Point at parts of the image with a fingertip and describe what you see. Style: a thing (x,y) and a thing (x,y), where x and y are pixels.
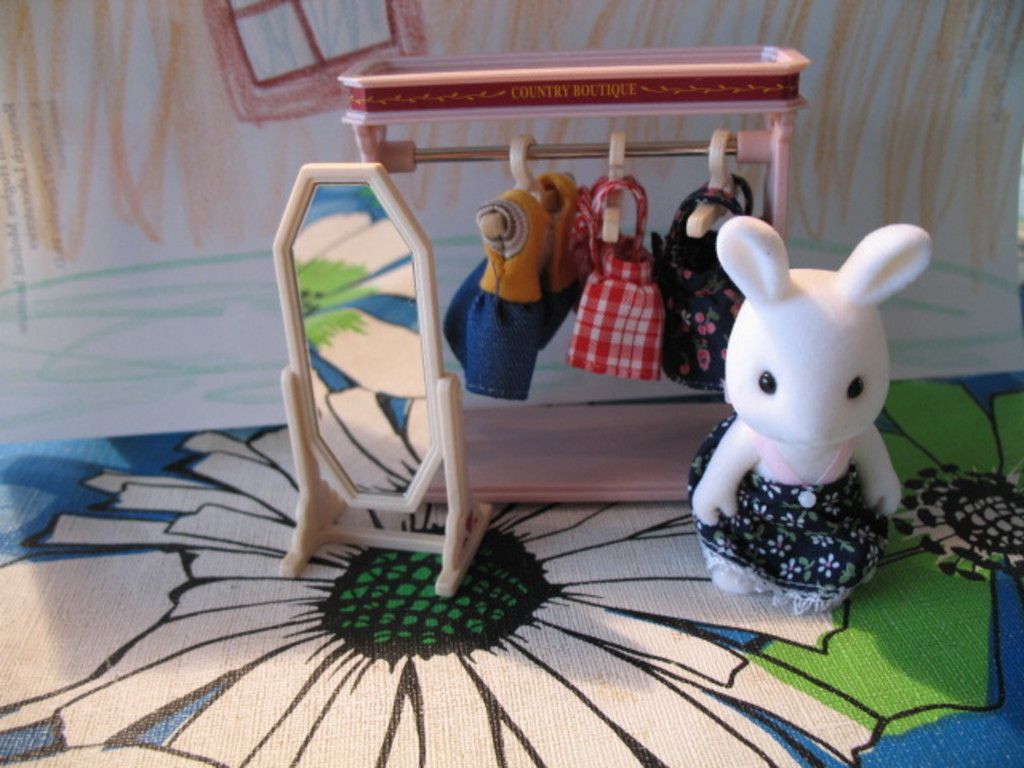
In this image there is a toy (825,391) on the carpet (106,468), behind the toy (744,482) there are clothes (524,243) hanging on the rack (471,161), in front of them there is a mirror (374,341). In the background (103,194) there is a wall (186,235) and on the wall (305,121) we can see the drawing (441,37) with crayons (244,74).
